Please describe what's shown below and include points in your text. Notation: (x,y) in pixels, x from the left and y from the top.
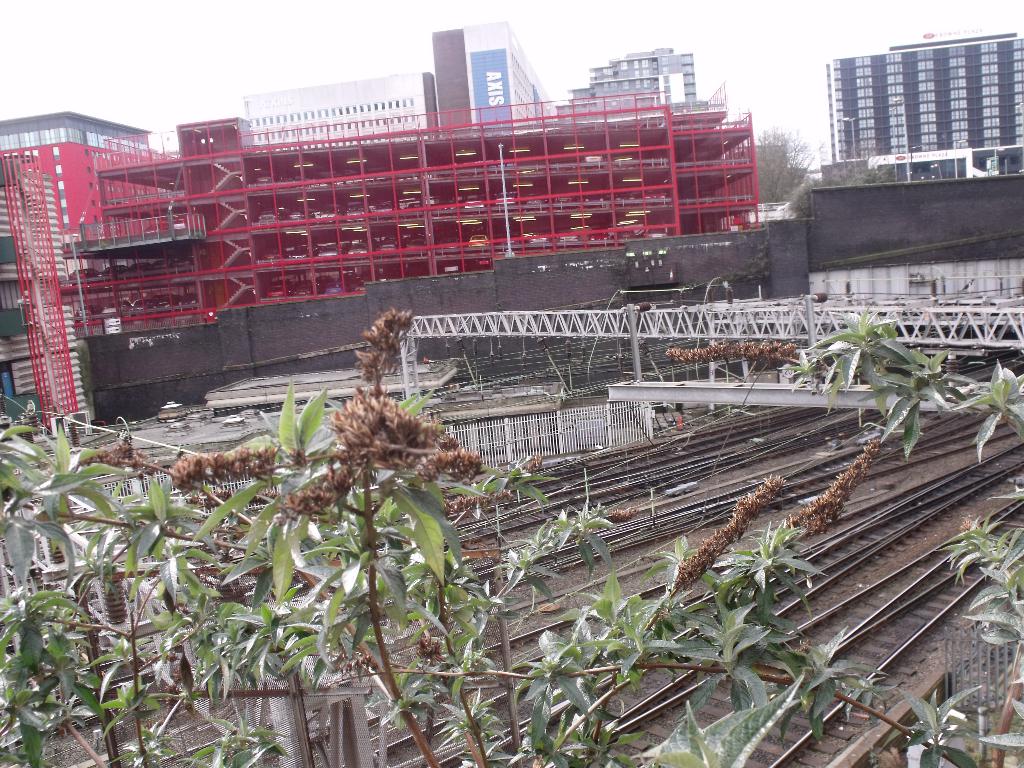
In the image there is a plant (301,606) in the front (365,640) with railway track (680,698) behind it on the land (699,463) and followed by buildings (323,194) in the background (618,190) and above its sky (623,36).
